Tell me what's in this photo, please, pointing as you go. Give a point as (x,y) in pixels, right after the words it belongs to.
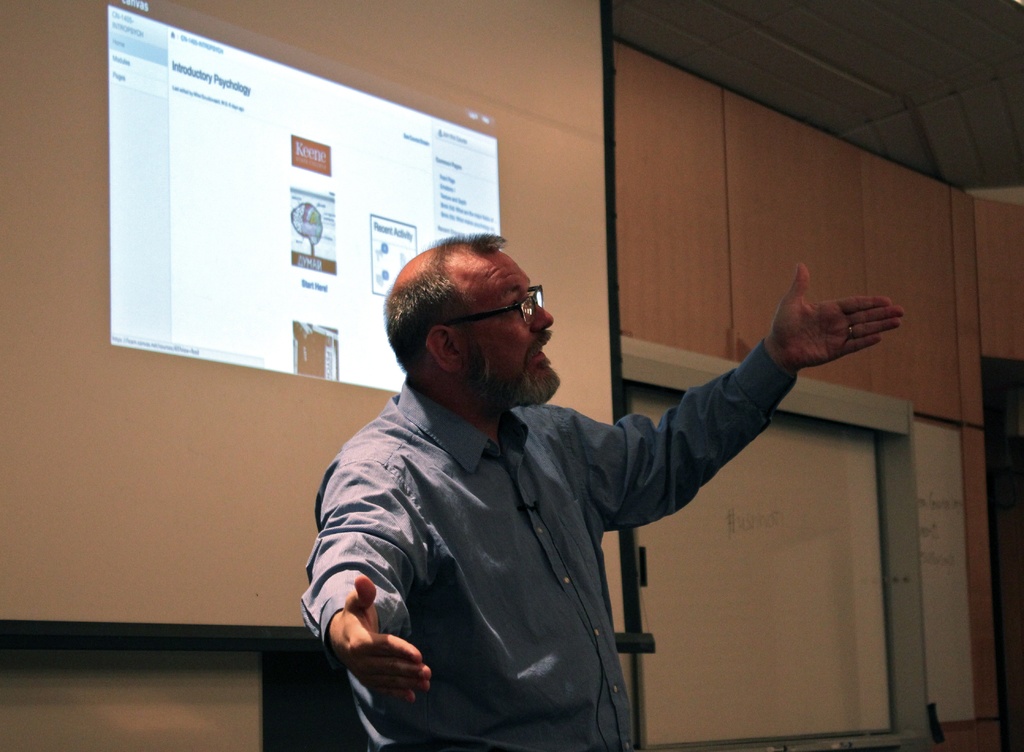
This is the man (544,631) standing. He wore a blue shirt (506,479) and spectacle (522,306). I can see the screen (234,239) with a display (293,213). These are the wooden boards (937,340) attached to the wall (963,385). This looks like a whiteboard (725,616).
